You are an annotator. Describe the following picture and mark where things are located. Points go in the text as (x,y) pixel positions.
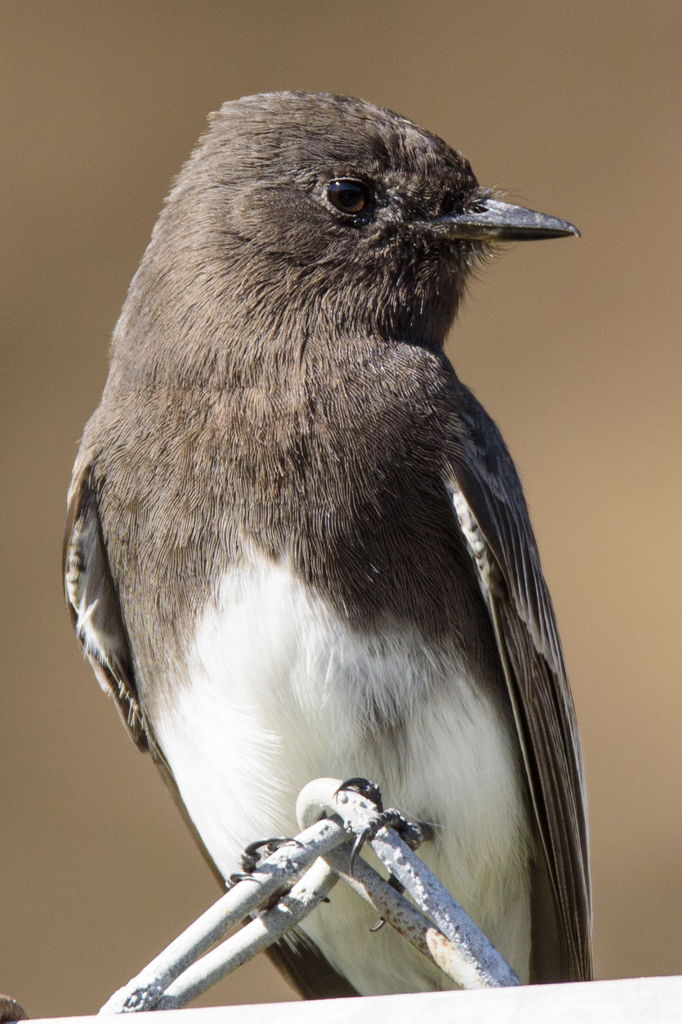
In the center of the image (331,357) there is a bird (397,673).
